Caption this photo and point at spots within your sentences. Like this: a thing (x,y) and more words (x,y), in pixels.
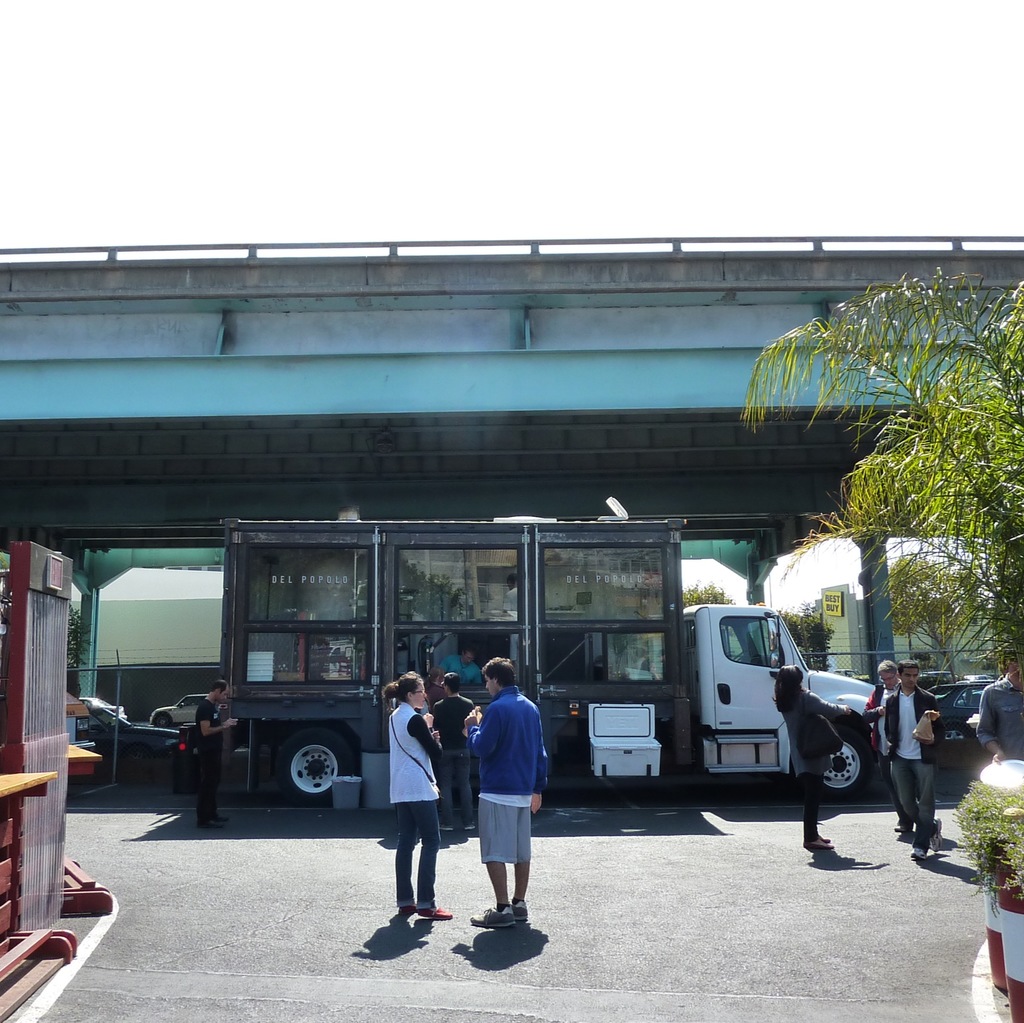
In this image, we can see persons (885,690) wearing clothes (491,763) and standing in front of the truck (654,634). There is a tree (939,608) on the right side of the image (982,640). There is a bridge (276,280) in the middle of the image (669,467). There is a sky (497,109) at the top of the image (491,101).
